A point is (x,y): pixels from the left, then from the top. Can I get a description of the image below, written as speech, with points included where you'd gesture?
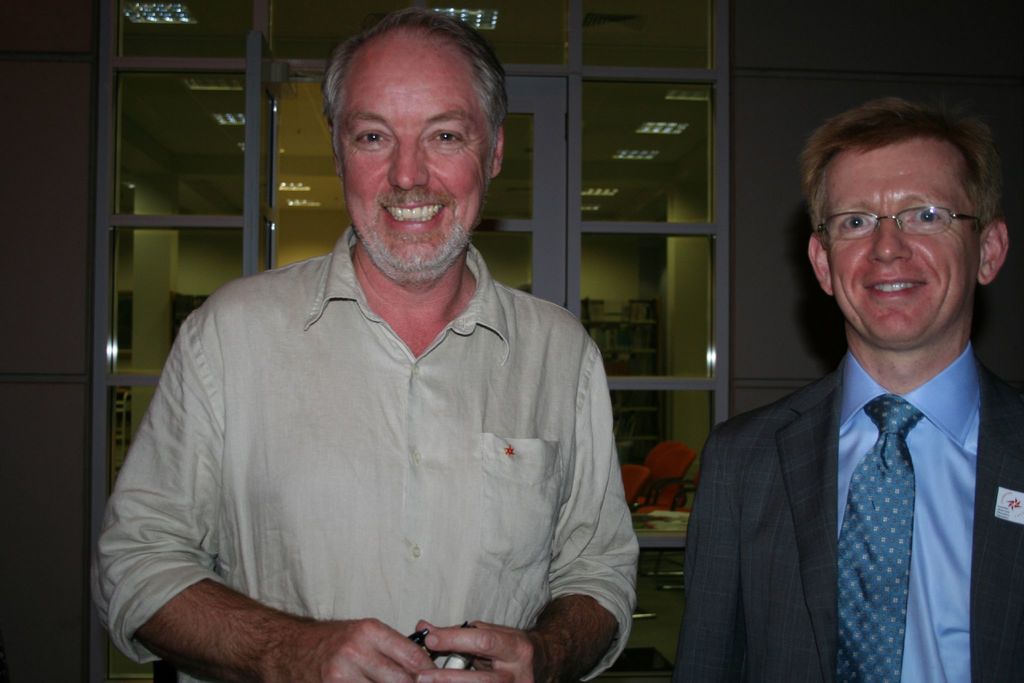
In this image I can see two people (795,445) standing and posing for the picture. I can see a glass door (672,314) which is see through behind them. I can see some chairs (670,496) and a table (656,538). I can see some books (651,343) after the glass (653,316).
